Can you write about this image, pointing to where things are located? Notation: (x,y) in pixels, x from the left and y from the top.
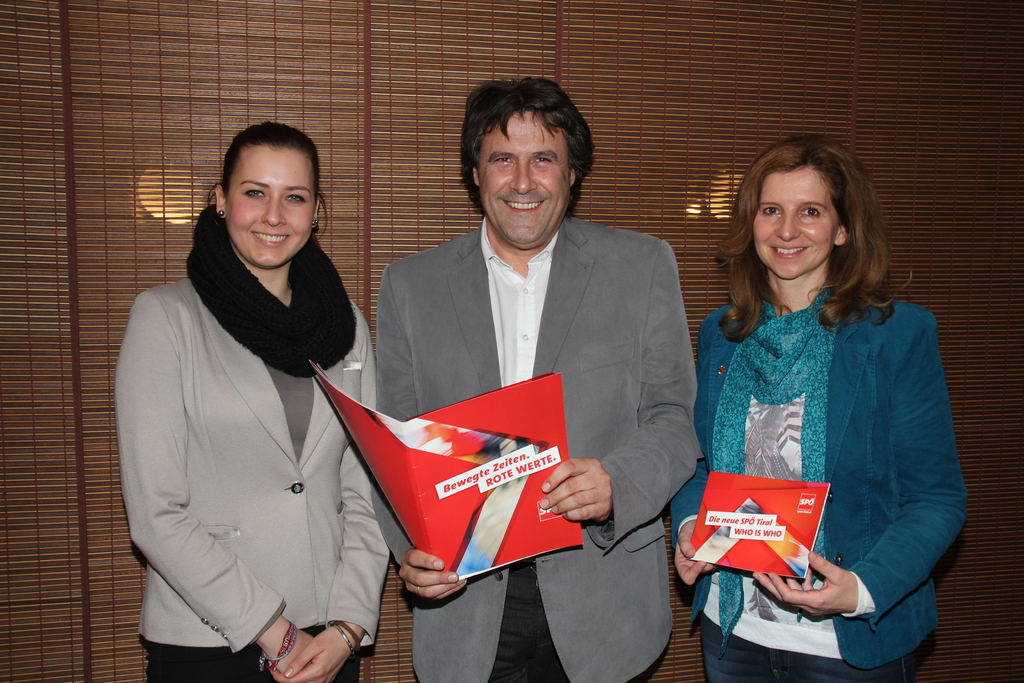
In this image I can see three persons (129,400) standing. The person (889,383) at right (905,384) wearing green blazer (855,378) holding a card (791,504) which is in red color and the person (580,384) in the middle (547,328) wearing gray blazer (564,308), white shirt (505,305) holding a card (447,407) and the person (228,437) at left (228,437) wearing gray blazer (223,349), black scarf (246,329). Background (51,369) I can see a sliding curtain (101,320) in brown color.
